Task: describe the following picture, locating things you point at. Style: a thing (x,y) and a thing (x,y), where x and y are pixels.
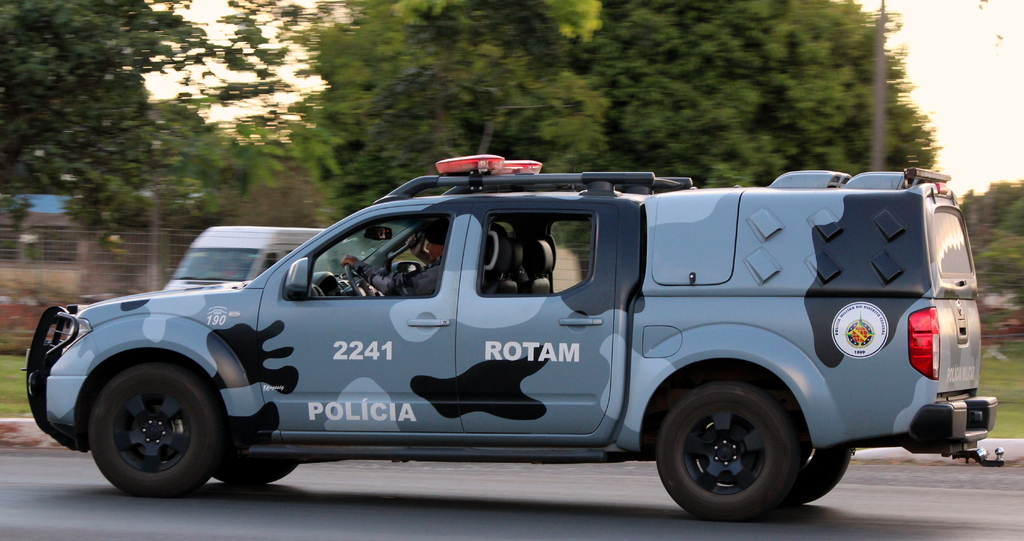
This is an outside view. Here I can see two vehicles (308,378) on the road (428,486). In the background (592,35) there are many trees (135,120). On the left side (58,265) there is a railing (85,267). At the top of the image (963,65) I can see the sky (973,70). Here I can see a person (388,277) inside the vehicle (389,261).
